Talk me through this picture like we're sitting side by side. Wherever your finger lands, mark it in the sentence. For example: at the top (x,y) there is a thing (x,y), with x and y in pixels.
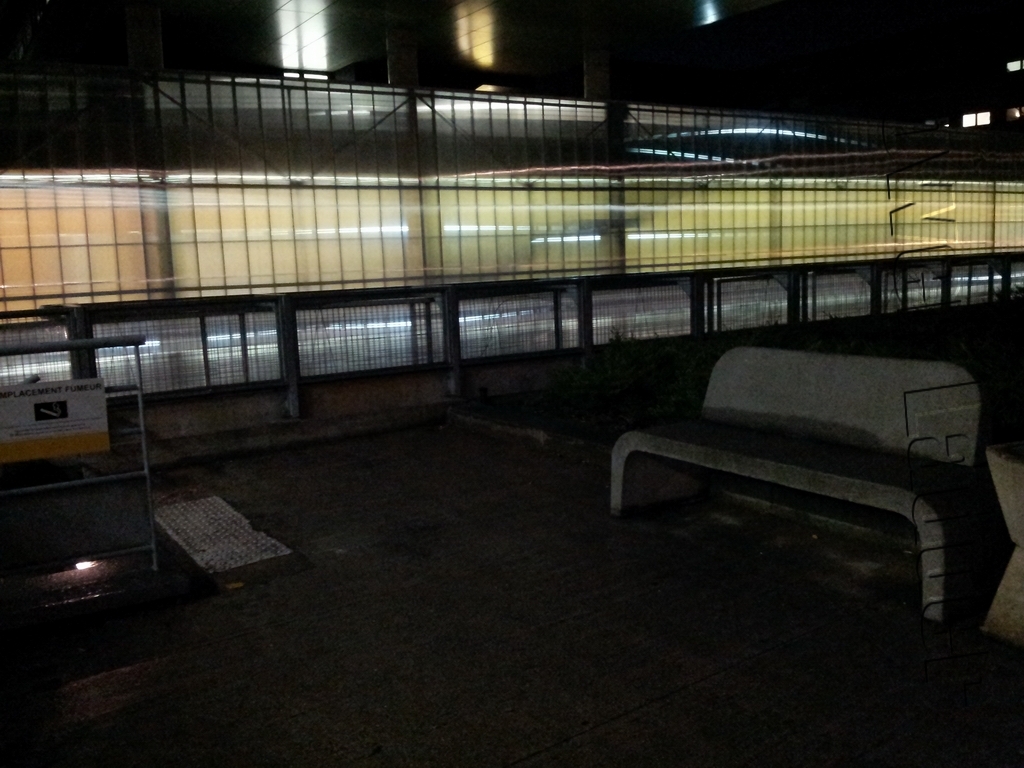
In the foreground of this image (654,569), on the right (798,488), there is a bench (817,394) on a pavement (557,698). On the left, there is an object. In the middle (550,305), it seems like windows (634,214). At the top (322,31), there are few lights (703,8) in the dark.
